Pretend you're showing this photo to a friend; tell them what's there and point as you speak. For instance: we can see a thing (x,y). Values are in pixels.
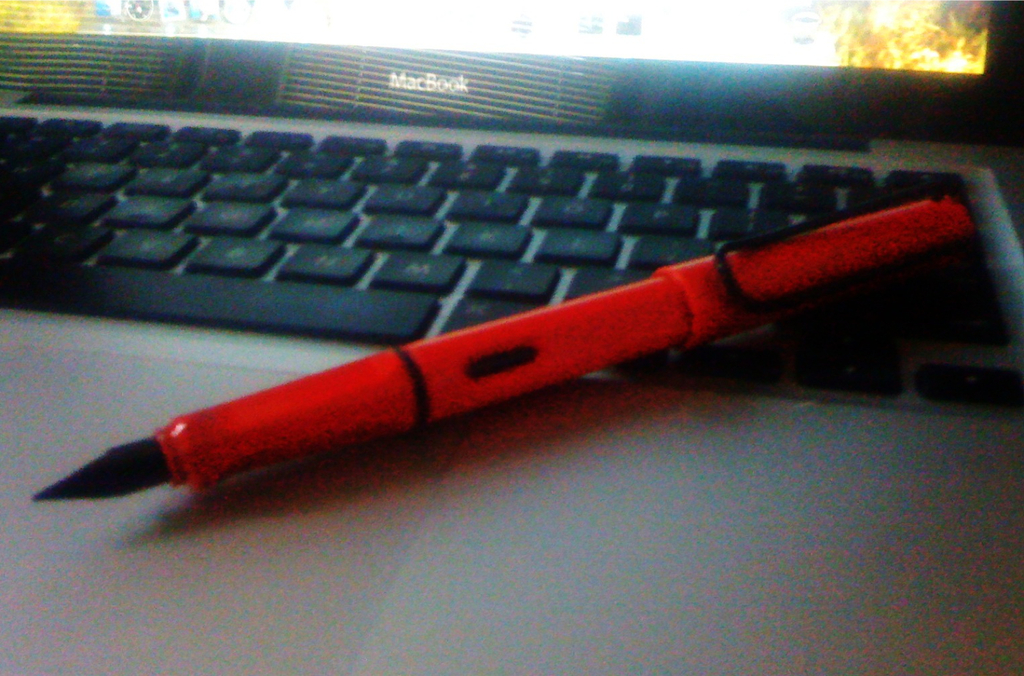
In this image I can see the red and black color pen (379,434) on the laptop (477,268).
